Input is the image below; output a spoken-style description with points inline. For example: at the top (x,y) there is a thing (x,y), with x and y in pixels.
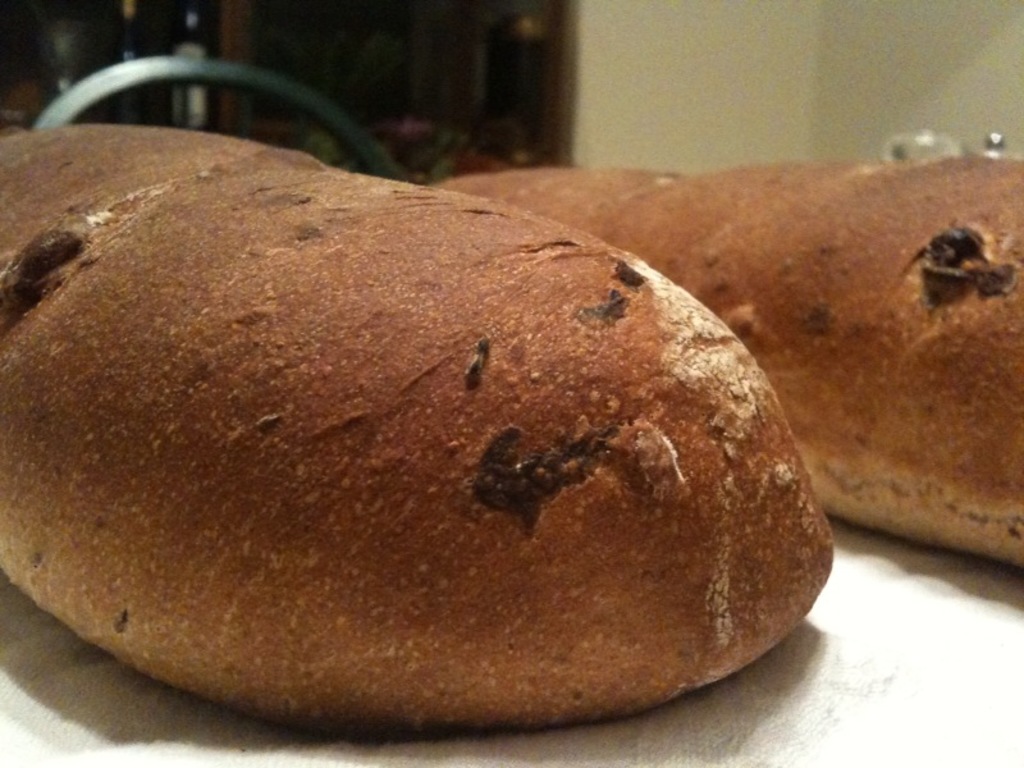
In the center of the image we can see one white color object (899,668). On that object (810,669), we can see some food items (573,388). In the background (565,117), there is a wall (759,52) and some objects (478,96).
